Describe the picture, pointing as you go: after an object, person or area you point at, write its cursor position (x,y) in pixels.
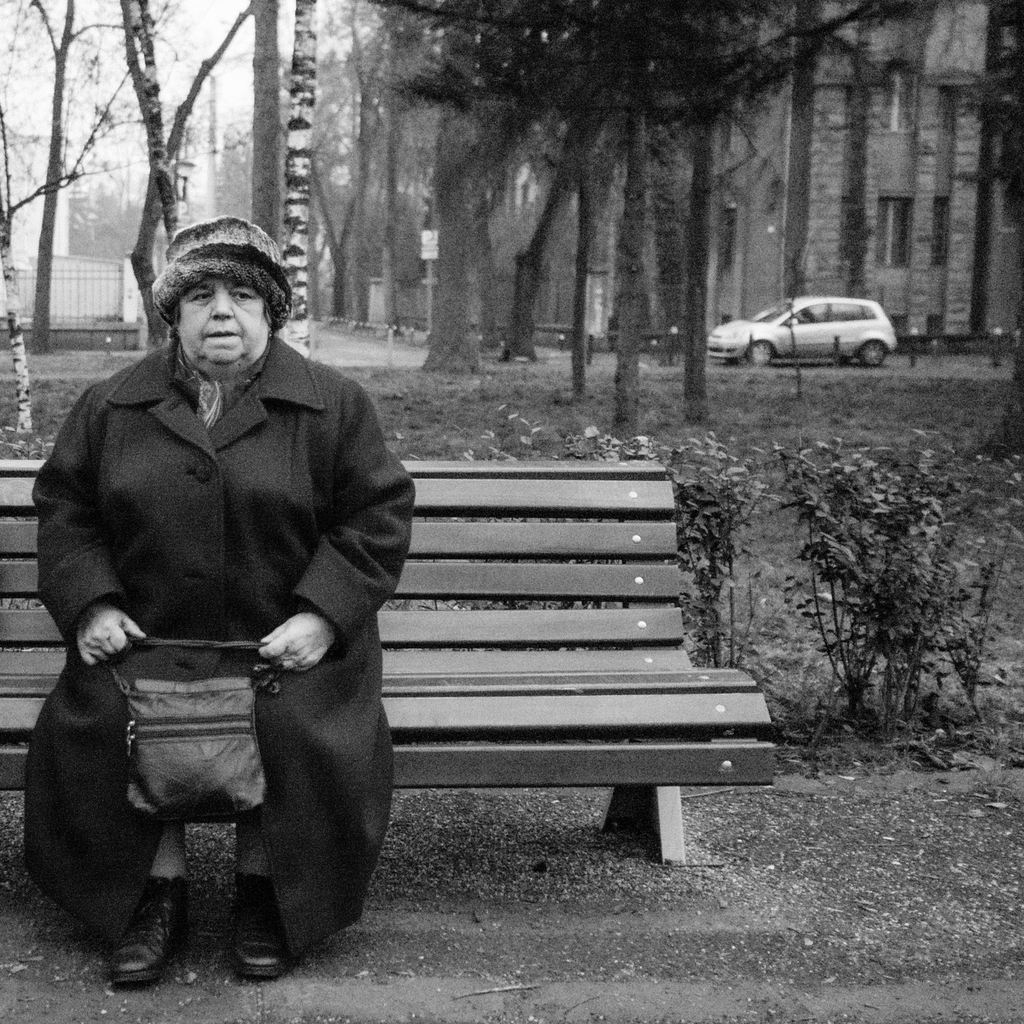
The women (224,289) wearing a hat (227,263) is sitting in chair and carrying a handbag (183,740). In background (336,261) there are trees (459,204), buildings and a car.
